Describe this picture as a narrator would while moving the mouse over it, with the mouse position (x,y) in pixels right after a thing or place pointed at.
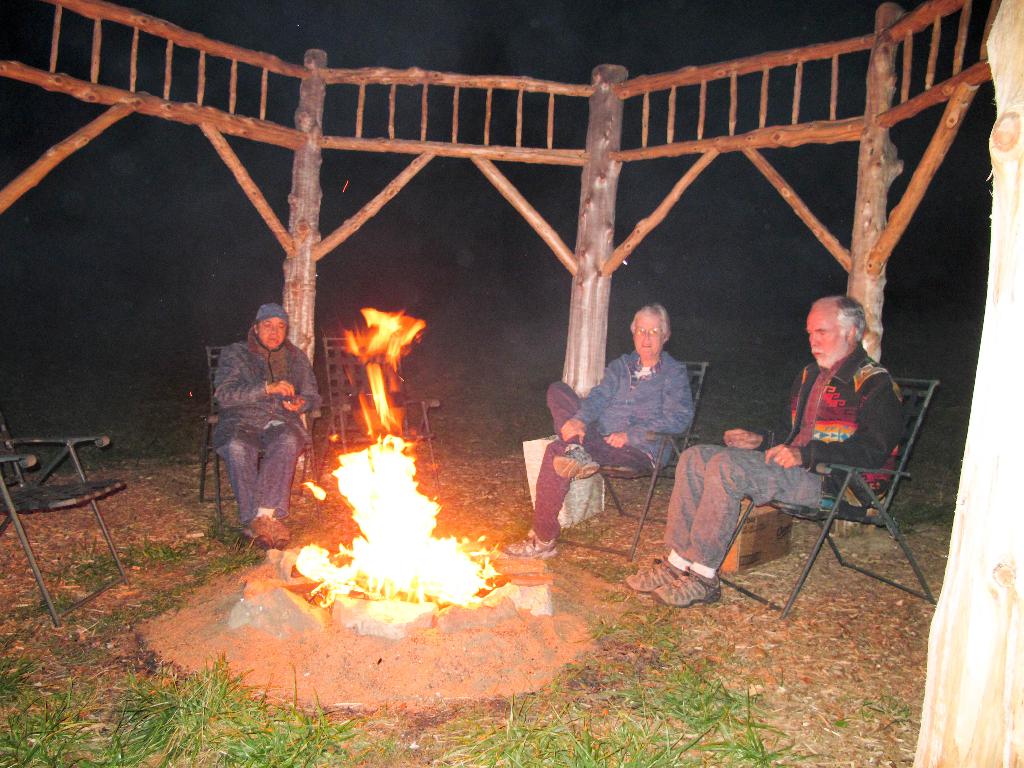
Here we can see three persons (279,407) are sitting on the chairs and in the middle (350,499) we can see fire (383,547), stones (292,608) and sand (324,686) on the ground (228,695) and we can also wooden poles (378,73). In the background (329,31) the image is dark.
